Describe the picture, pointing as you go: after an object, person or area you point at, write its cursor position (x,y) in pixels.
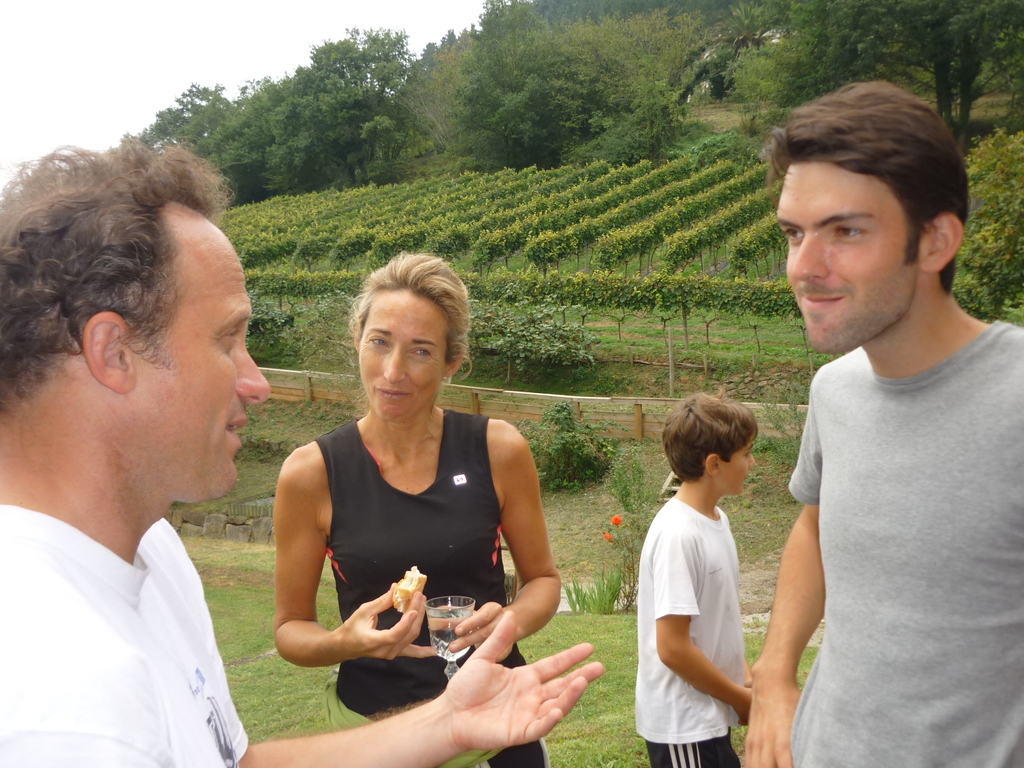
In this image there is a woman (426,646) holding a glass (436,608) and some food (403,605). Beside her there is a boy (718,590). Right side (837,696) there is a person (844,622) standing on the grassland (626,620) having plants (611,577). There is a fence (637,420). Behind there are plants (663,282). Left side (95,491) there is a person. Background there are trees (386,119). Left top there is sky (79,74).
